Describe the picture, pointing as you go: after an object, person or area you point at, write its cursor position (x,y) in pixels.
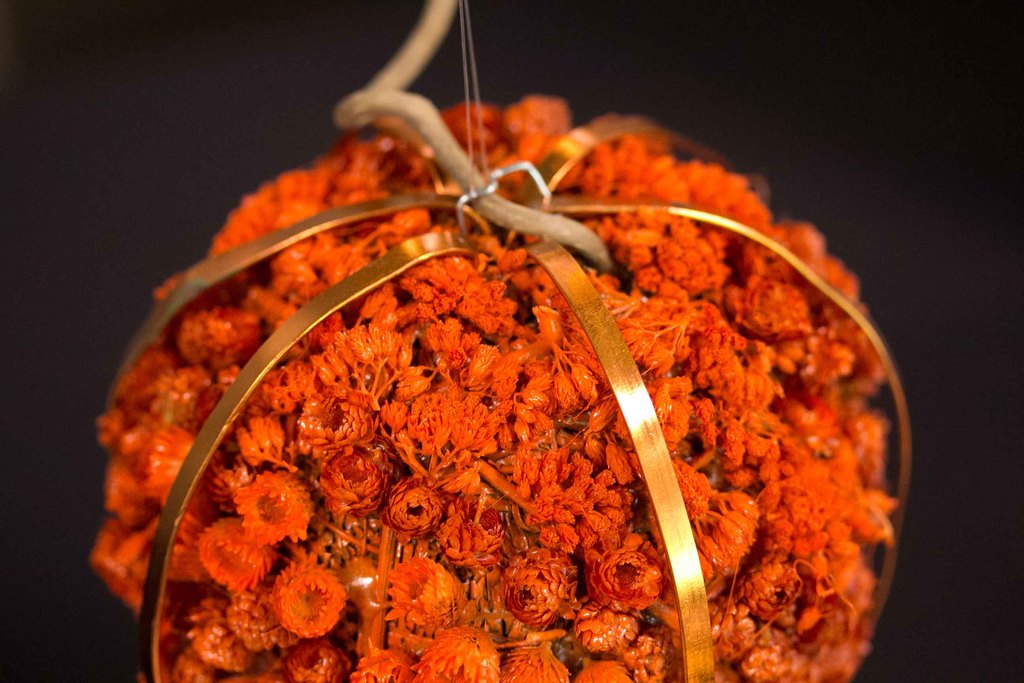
In this image we can see a ball (529,352) which is covered with flowers (509,429).
